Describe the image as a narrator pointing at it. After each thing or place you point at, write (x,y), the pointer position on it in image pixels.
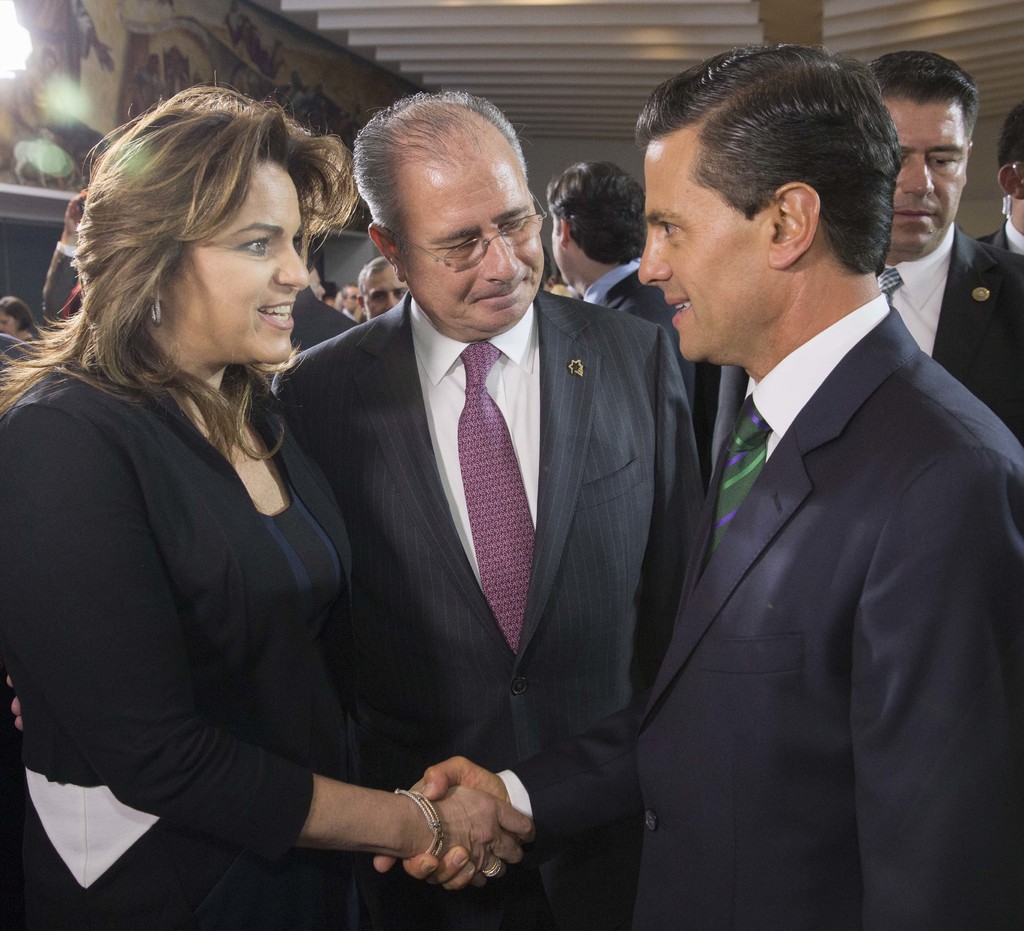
There is a woman (195,316) in black color jacket (191,478) shaking hand (443,822) with a man (636,728) who is smiling and standing. In the background (449,85), there are other persons (623,378) standing, there is a roof (518,82), a light (16,14) and a wall (151,67).
